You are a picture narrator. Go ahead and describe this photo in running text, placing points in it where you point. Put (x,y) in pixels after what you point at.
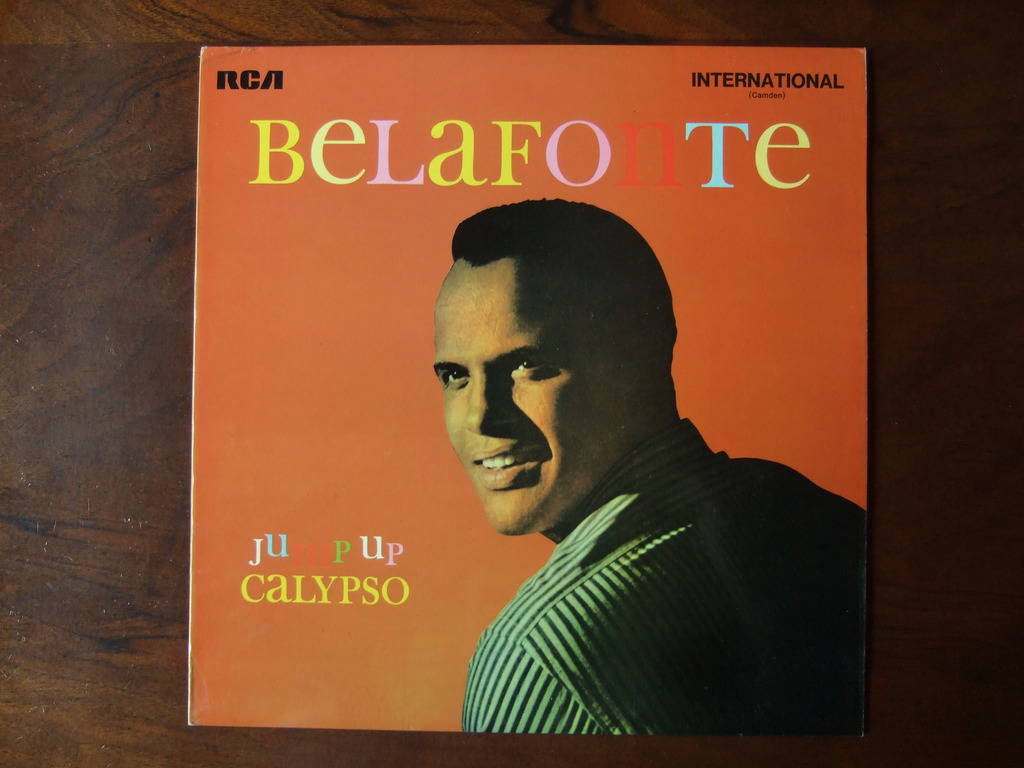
In this image, we can see a poster (403,360) on the wooden surface (53,271). On this poster (554,547), we can see a person (560,668) and text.
